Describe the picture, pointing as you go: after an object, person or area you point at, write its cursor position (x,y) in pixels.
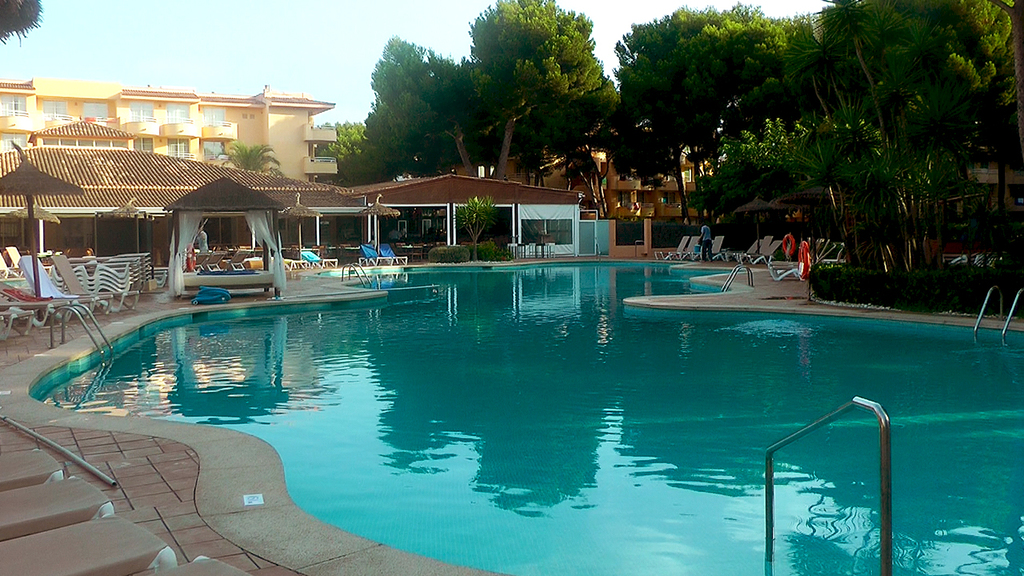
In this image we can see a swimming pool (518,406), handrails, chairs (18,546), umbrella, bed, plants (459,258), trees (727,185), sheds (498,183), buildings (210,151), and people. In the background (358,105) there is sky (727,6).
